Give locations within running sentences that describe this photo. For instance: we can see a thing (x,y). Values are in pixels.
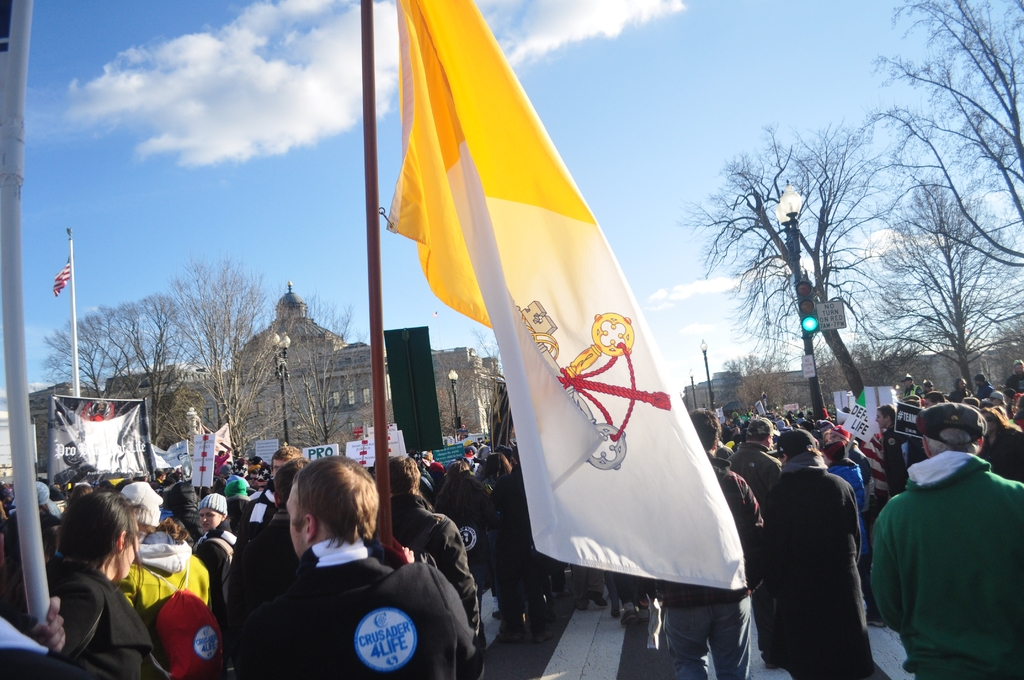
This picture describes about group of people (107,552), they are standing on the road (599,616), in the middle of the image (537,450) we can see a man (397,563), he is holding a flag (569,550), and few people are holding placards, in the background (317,399) we can see few trees (271,359), traffic lights (801,299), poles (792,252) and buildings (269,332).
